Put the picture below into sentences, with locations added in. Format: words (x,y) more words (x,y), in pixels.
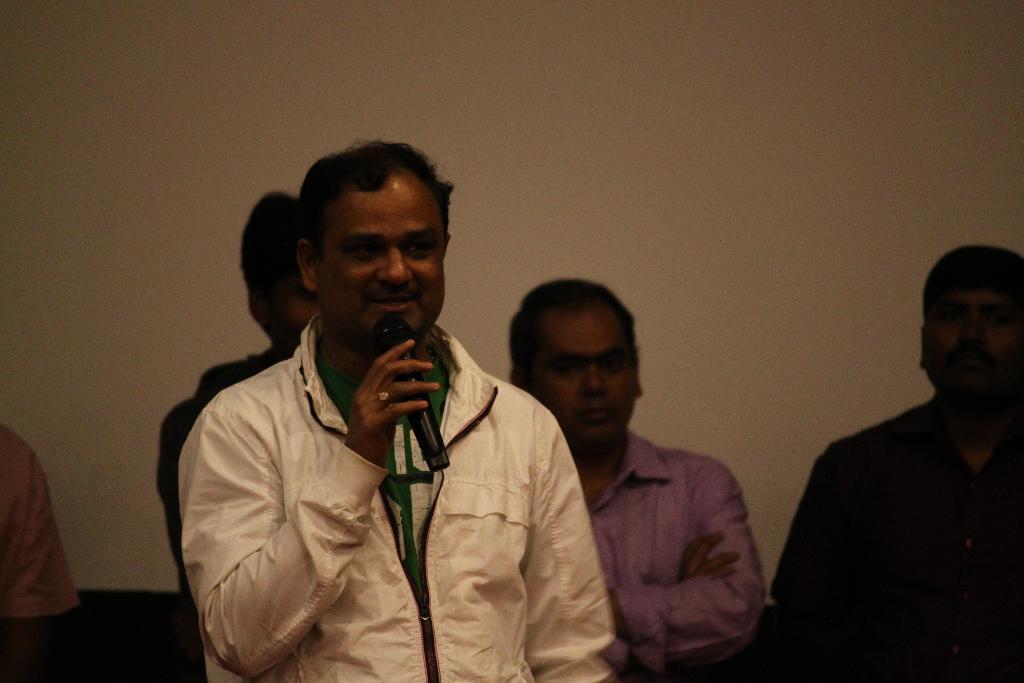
In this image we can see some people (385,483) standing near the wall (273,139), one object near to the wall (217,131), one man (418,325) with cream color jacket (439,474) holding a microphone (433,436) and talking.
